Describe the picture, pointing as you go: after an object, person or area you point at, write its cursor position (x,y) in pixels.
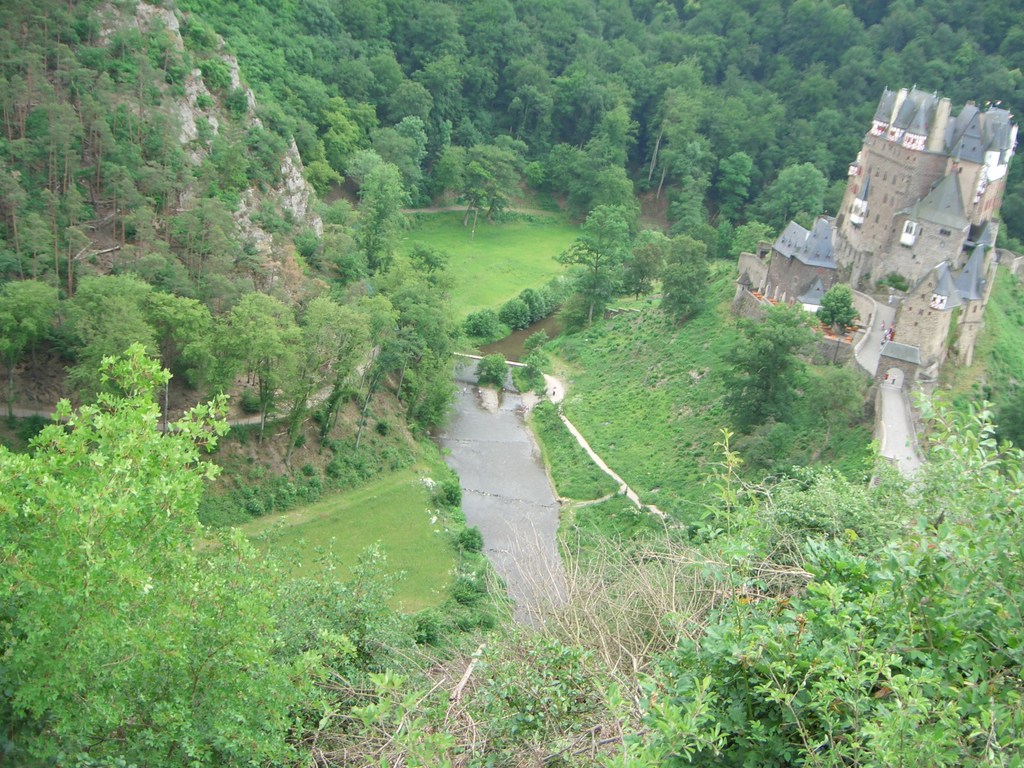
In this picture we can see the road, fort (992,171), path (859,359), grass (668,324) and in the background (366,248) we can see trees (378,198).
